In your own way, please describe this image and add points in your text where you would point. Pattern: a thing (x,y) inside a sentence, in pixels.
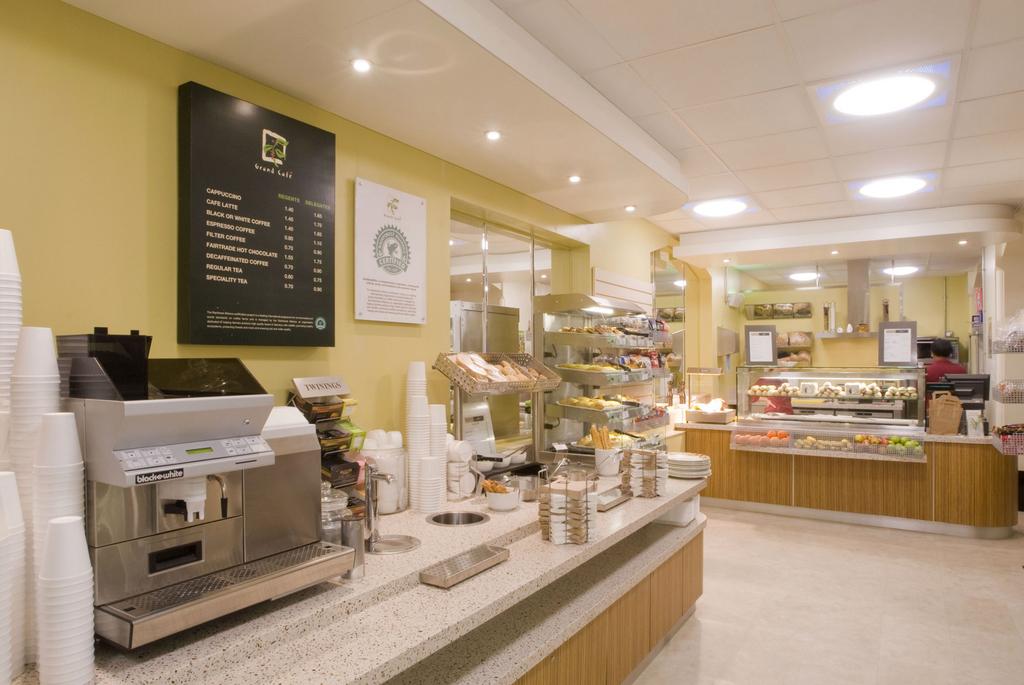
It looks like a cafe (655,491) there are many fruits (777,445), food items (487,480), cups (416,472) and a lot of machines (212,595) were kept around. On the left side (323,634) there is a table (251,674) and on that table (246,621) there is a machine (124,523) and there is a lot of equipment (429,471) around that machine (315,454). In the background (256,306) there is a wall (189,346) and there are two boards (260,200) attached to that wall (428,193), on the right side (966,372) there is a woman (948,362) standing in front of another machine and behind her there is a lot of food (789,334).
